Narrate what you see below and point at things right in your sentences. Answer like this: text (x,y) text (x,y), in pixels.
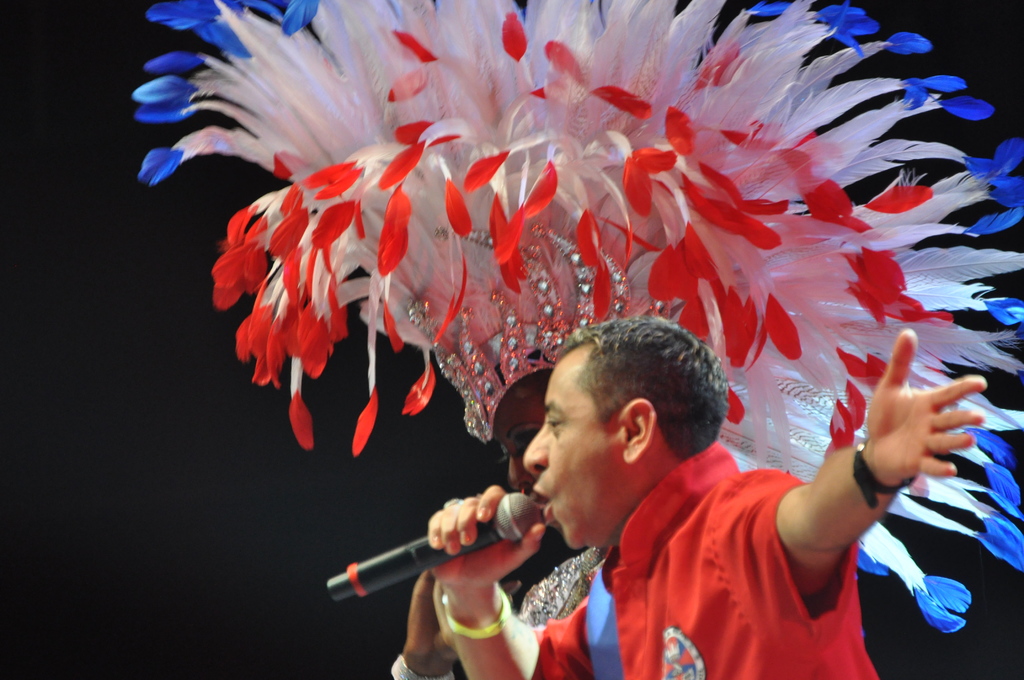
In this picture I can see a man (447,603) and a woman (520,428) in front (613,499) and I see that this man (584,501) is holding a mic (413,563) and this woman (528,413) is wearing a costume (486,412) and I see that it is dark in the background (320,551).
